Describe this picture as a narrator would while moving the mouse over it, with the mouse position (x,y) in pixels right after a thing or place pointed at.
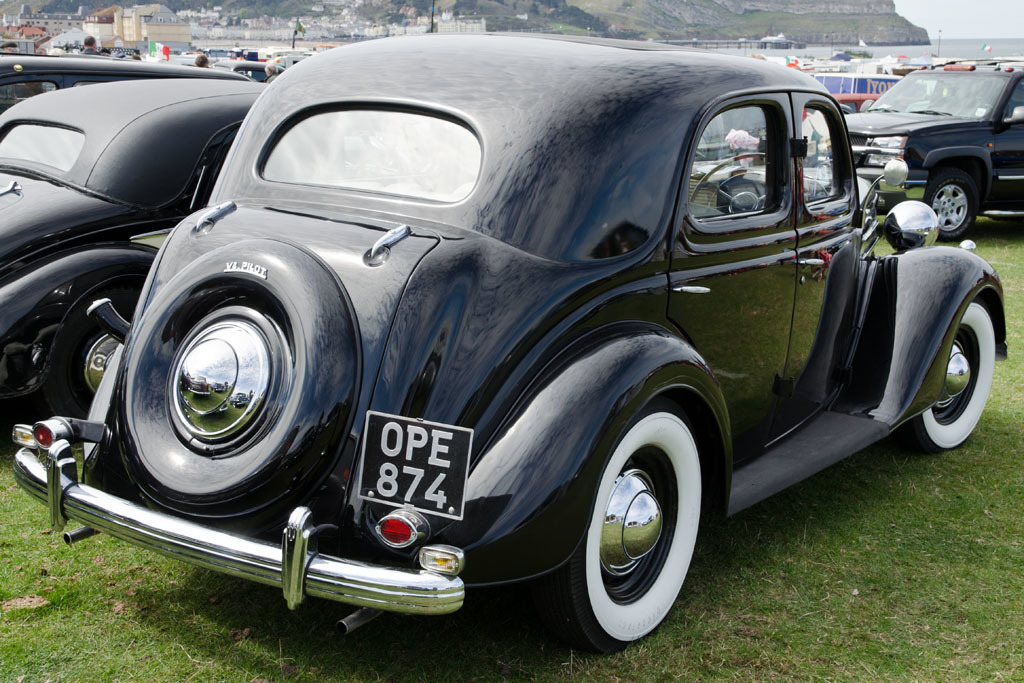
In this image we can see a sea (965,46) and few hills (834,13). There are many vehicles (552,299) in the image. There is a grassy land (886,568) in the image. There are few people (95,48) in the image. There is a sky (961,6) in the image. There are many houses (213,24) in the image.
